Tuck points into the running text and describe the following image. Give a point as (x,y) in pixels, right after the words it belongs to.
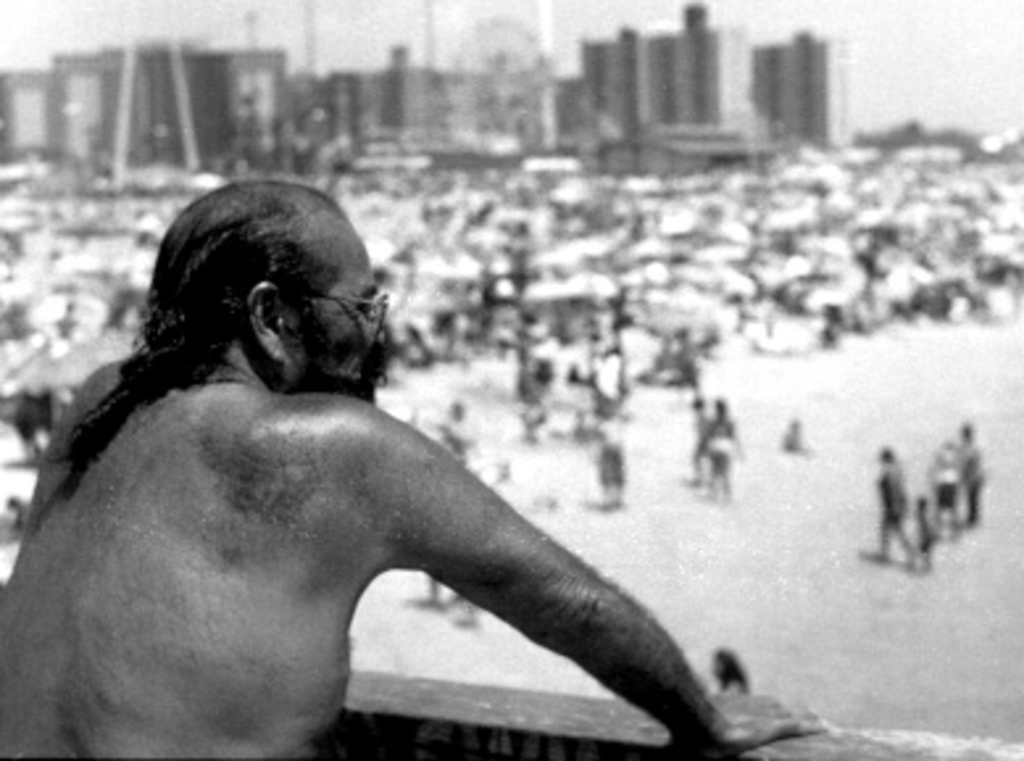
In this image I can see a man (298,463) is wearing spectacles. In the background (543,270) I can see people (622,201), buildings (663,161) and the sky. This picture is black and white in color.
